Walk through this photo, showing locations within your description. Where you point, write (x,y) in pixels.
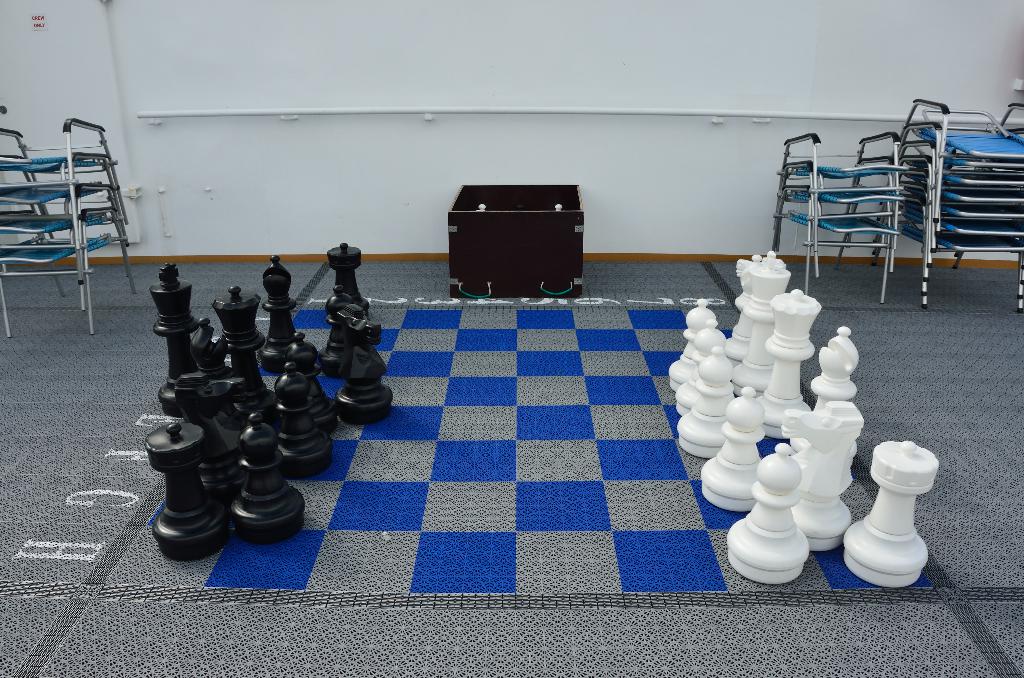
In this picture we can see a black and white chess pieces (822,441) on a chess board (671,419), box (509,267) and chairs (912,182) on the floor (91,336), pipe (700,111) and in the background (378,147) we can see the wall (614,7).
